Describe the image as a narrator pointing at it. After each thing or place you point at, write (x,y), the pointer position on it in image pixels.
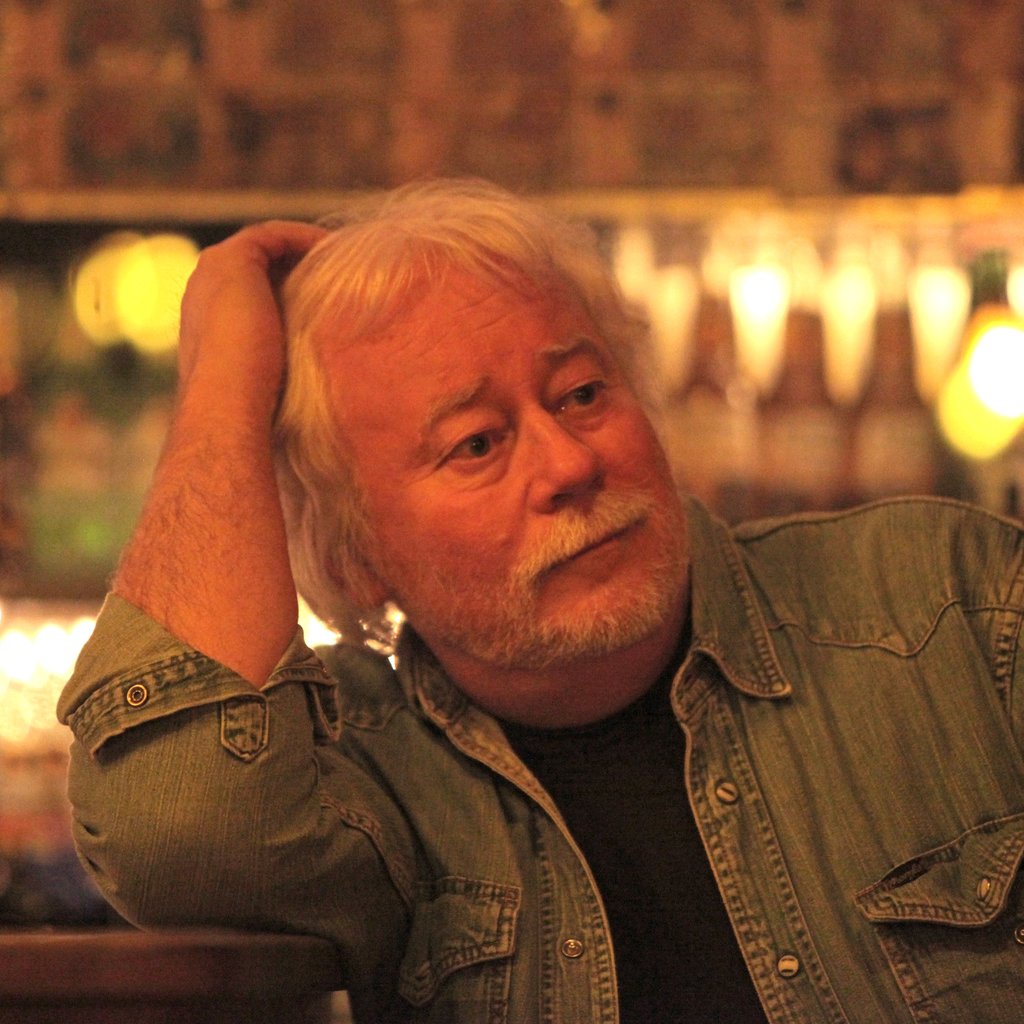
In this picture there is a man (778,740) who is wearing jacket (778,740) and t-shirt (730,933). He is sitting on the chair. In the background (1014,471) we can see lights (978,399) and the wall (752,87).
